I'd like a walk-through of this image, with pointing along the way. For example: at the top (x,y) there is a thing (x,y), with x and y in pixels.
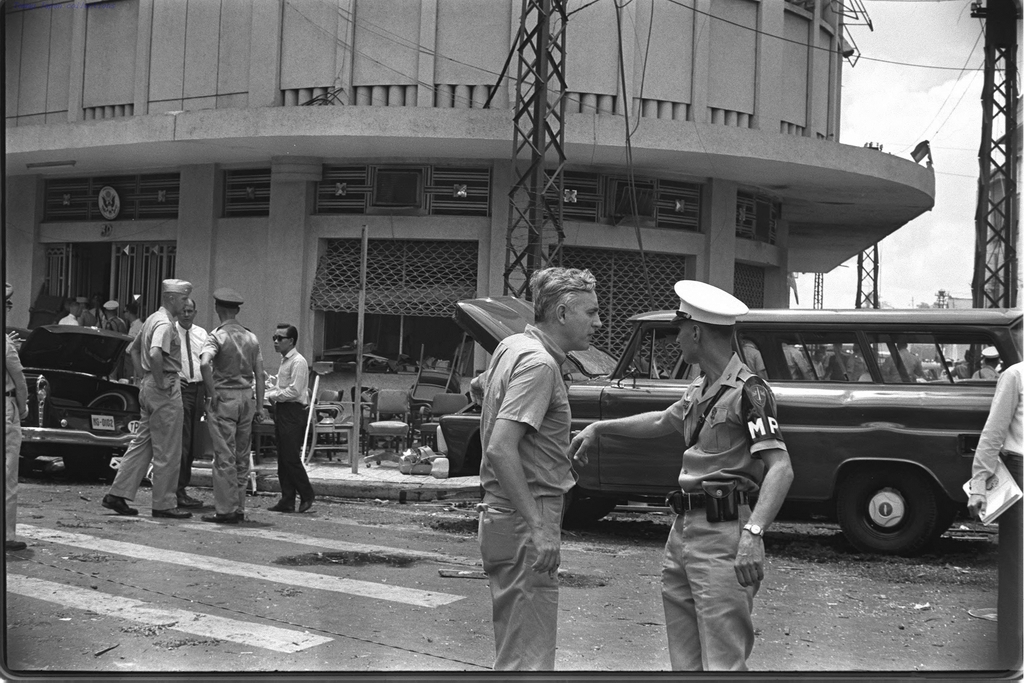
It is a black and white image in there is a road (244,602) in the middle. On the road (407,510) there are two officers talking with each other. On the footpath (329,474) there are so many chairs (367,413). In the background (359,141) there is a building (219,114). Below the building (151,210) there are few people (72,304) standing near the entrance (99,250). There are two cars (83,406) on the road (809,534). In the middle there is an iron pole (541,129) to which there are wires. At the top (905,38) there is the sky (905,38). On the right side (980,171) there is another iron pole (997,201). At the bottom (1006,532) there is a person (1000,418) standing on the road (935,608) by holding the book (1006,508).
